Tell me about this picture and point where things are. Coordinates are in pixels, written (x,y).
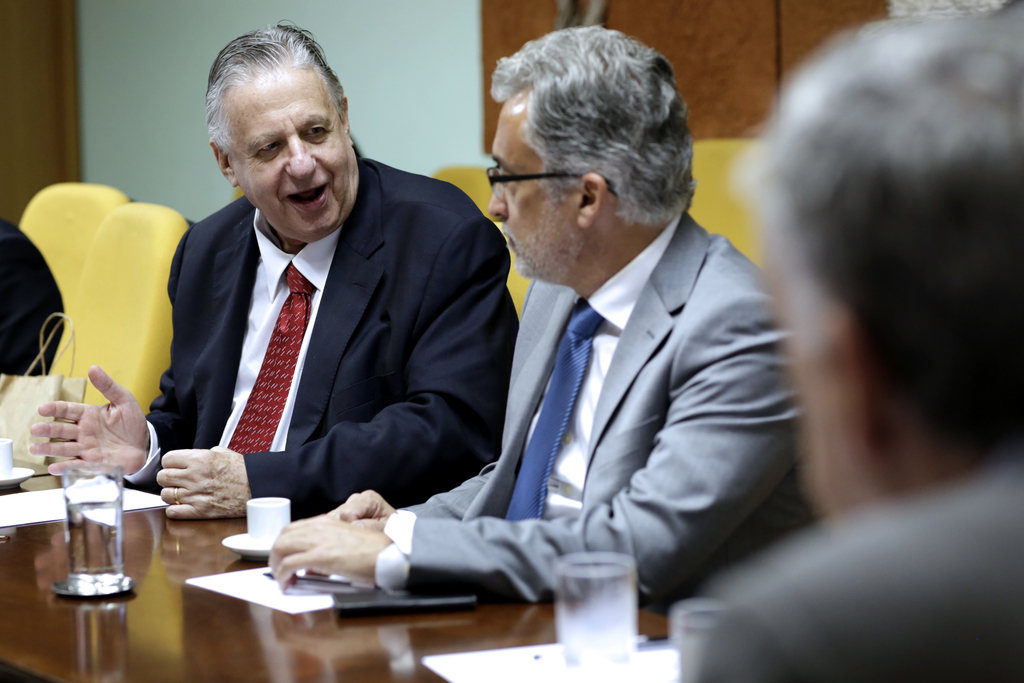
In this picture we can see a group of people (365,292) sitting on chairs (107,219). In front of the people (115,385) there is a table (90,619) and on the table (81,615) there are glasses (699,637), cups (256,511), saucers (233,543), papers (243,583) and an object (357,593). A man (328,370) in the black blazer (341,356) is explaining something. Behind the people (416,247) there is the wall (380,51).
